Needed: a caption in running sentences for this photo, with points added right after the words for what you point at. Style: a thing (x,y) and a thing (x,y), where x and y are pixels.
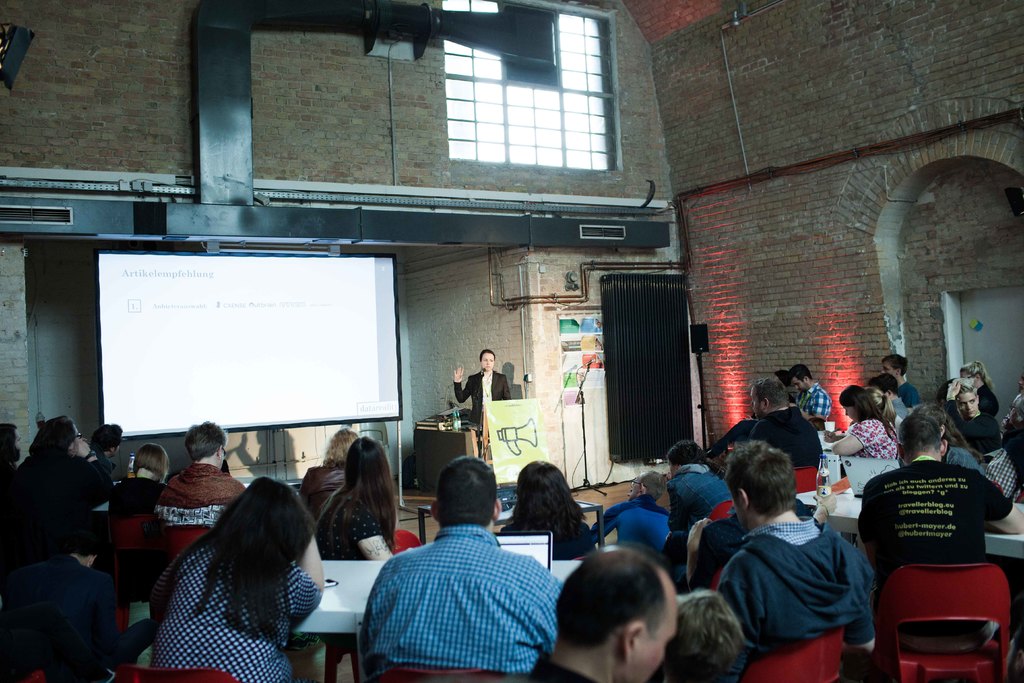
people (355,506) are sitting on the chairs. in front of them there is a person (493,384) standing. in front of them there is a projector display (242,347). at the right (779,184) there is a wall (802,261) of bricks (792,298).
